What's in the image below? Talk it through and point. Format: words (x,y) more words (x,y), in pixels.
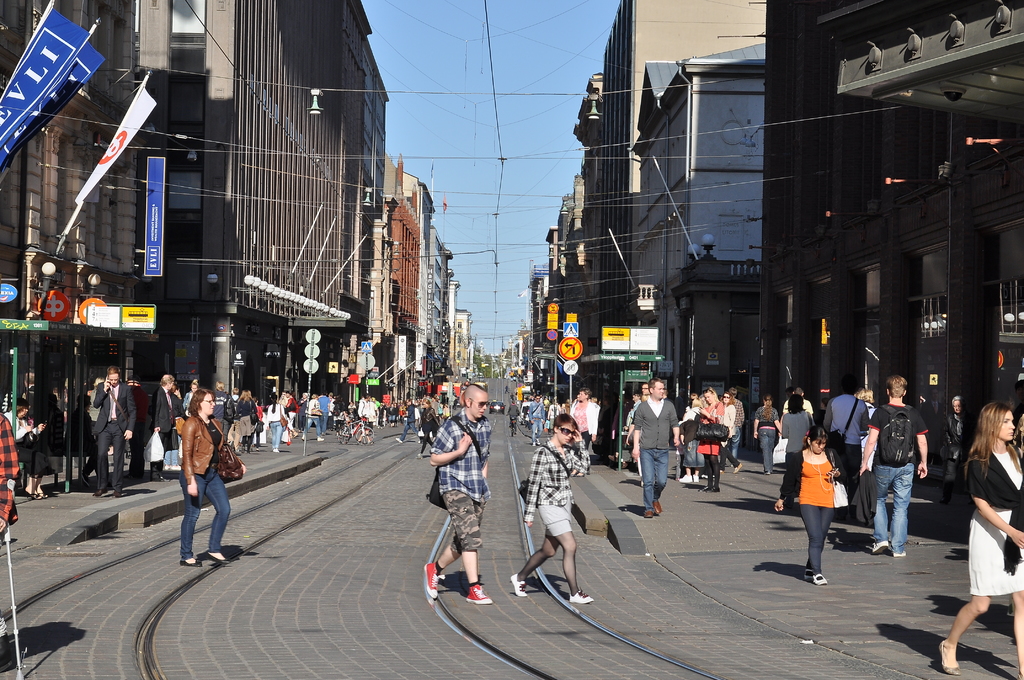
In this picture, we can see a few buildings (683,254), with lights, flags (76,49), posters (153,187), and we can see the road (418,480), a few people (578,460), rail track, posters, poles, sign boards (611,338), and the sky (542,70).
